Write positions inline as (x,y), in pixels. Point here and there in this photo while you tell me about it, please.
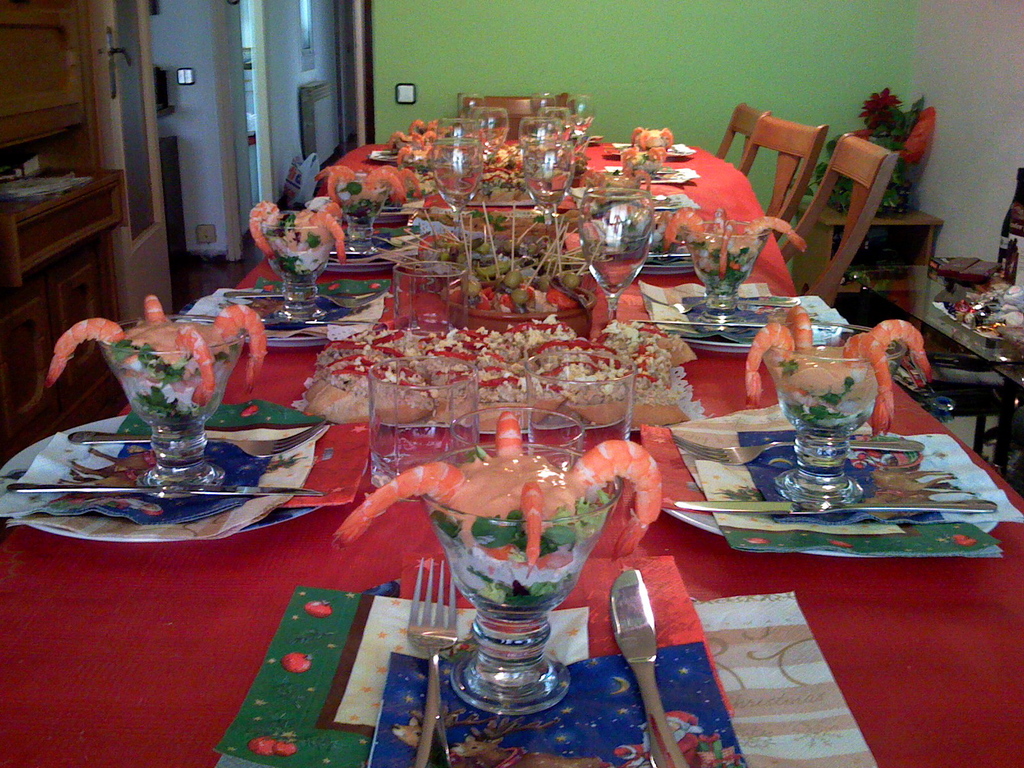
In this image there are tables (172,675). On top of it there are glasses (456,267) and a few other objects (522,347). There are chairs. On the right side of the image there are flower pots (844,184) on the wooden table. On the left side of the image (119,189) there are cupboards (93,233), doors (158,229). In the background of the image (178,160) there are some objects (308,97) on the wall (379,38).
